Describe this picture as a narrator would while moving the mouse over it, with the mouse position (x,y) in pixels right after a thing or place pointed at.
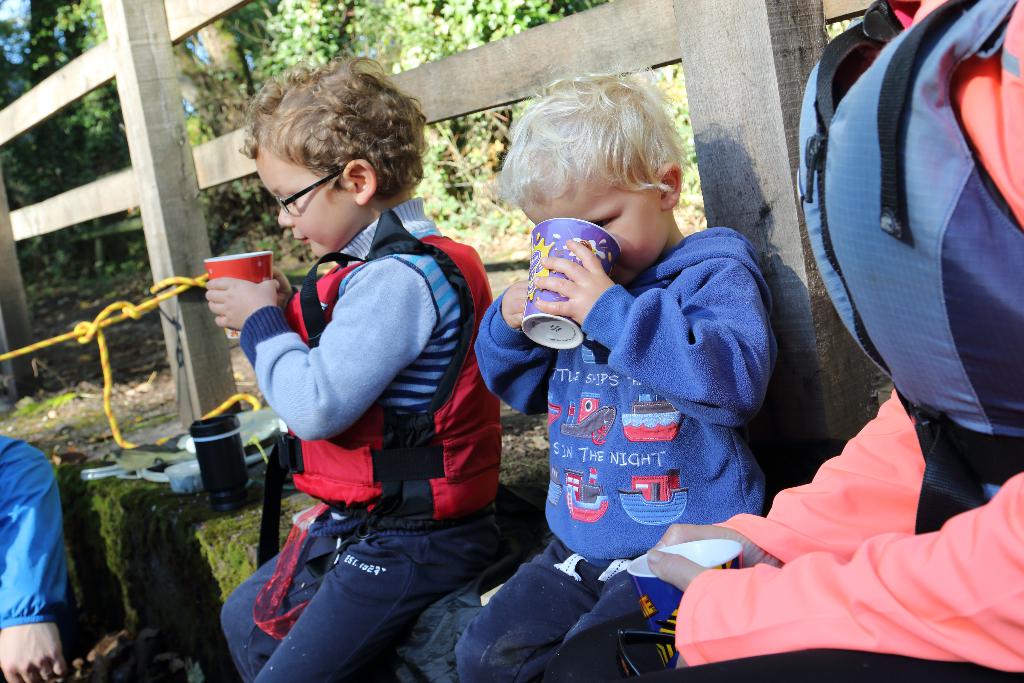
In the middle of the image (359,256) we can see two children (385,396) and they are holding glasses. Here we can see a cup (244,453), box (179,463), and objects (93,473). On the right side of the image (929,647) we can see a person (809,558) who is truncated. In the background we can see a fence (444,115) and trees (66,120). On the left side of the image (33,638) we can see person's hand (39,651).
